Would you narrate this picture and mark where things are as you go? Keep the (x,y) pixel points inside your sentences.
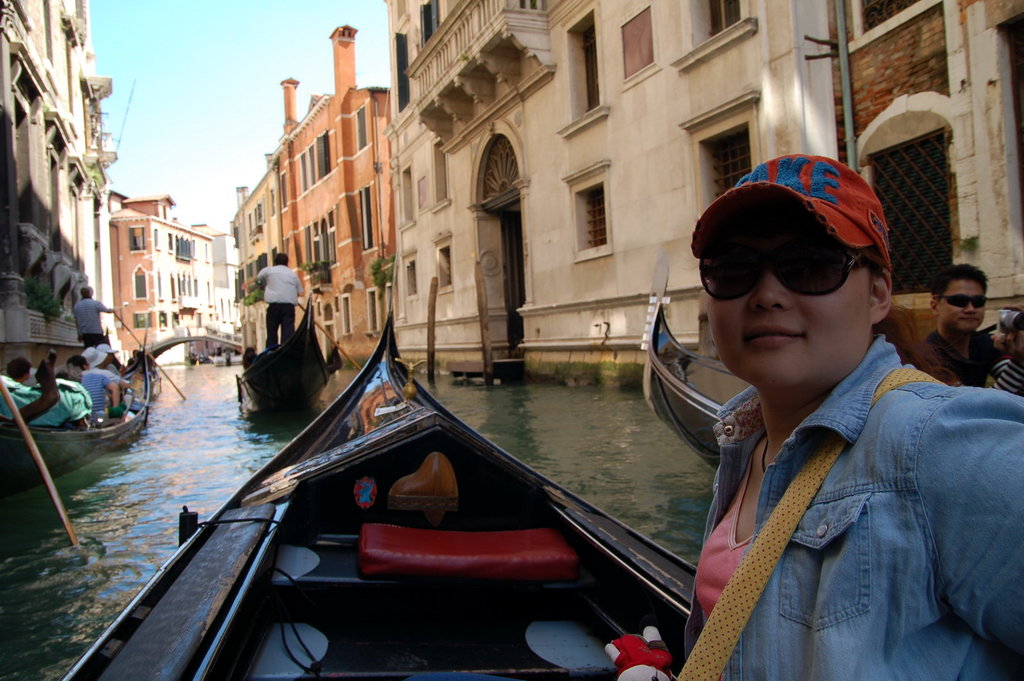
In the foreground of the image (755,607) we can see a woman (893,452) wearing a dress (843,456), goggles (830,281) and a cap (849,204) are sitting in a boat (417,602). On the left side of the image (114,384) we can see group of people (100,391) in a boat (141,417) in the water (97,468). one person (80,305) is standing. On the right side of the image (972,325) we can see a person (973,344) wearing goggles (979,306). In the center of the image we can see a person (286,280) standing and holding a stick (336,343) in his hand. In the background (44,160), we can see a group of buildings (250,207) with windows (363,228) and the sky (181,92).
